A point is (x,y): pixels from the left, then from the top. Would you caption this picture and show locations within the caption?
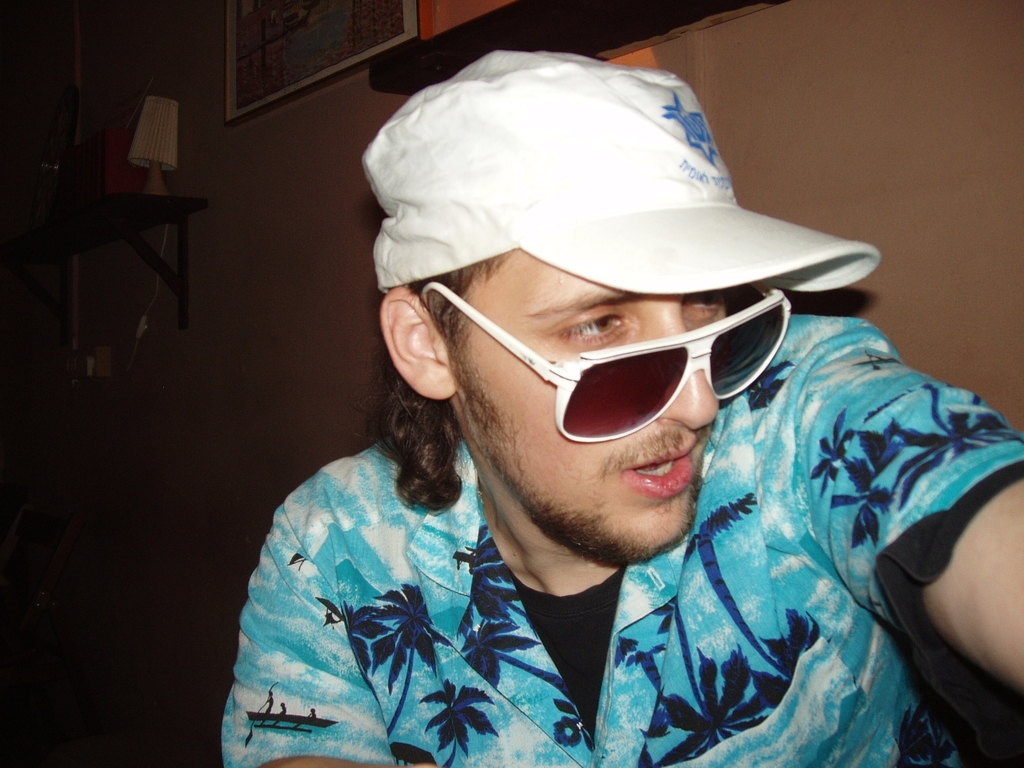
In this image there is a man (674,497) sitting wearing glasses (707,363) and a cap (603,264), in the background (188,452) there is a wall (1014,245) for that wall (745,23) there are photo frames (276,65) and a board (136,194), on that there are few objects (118,178).
